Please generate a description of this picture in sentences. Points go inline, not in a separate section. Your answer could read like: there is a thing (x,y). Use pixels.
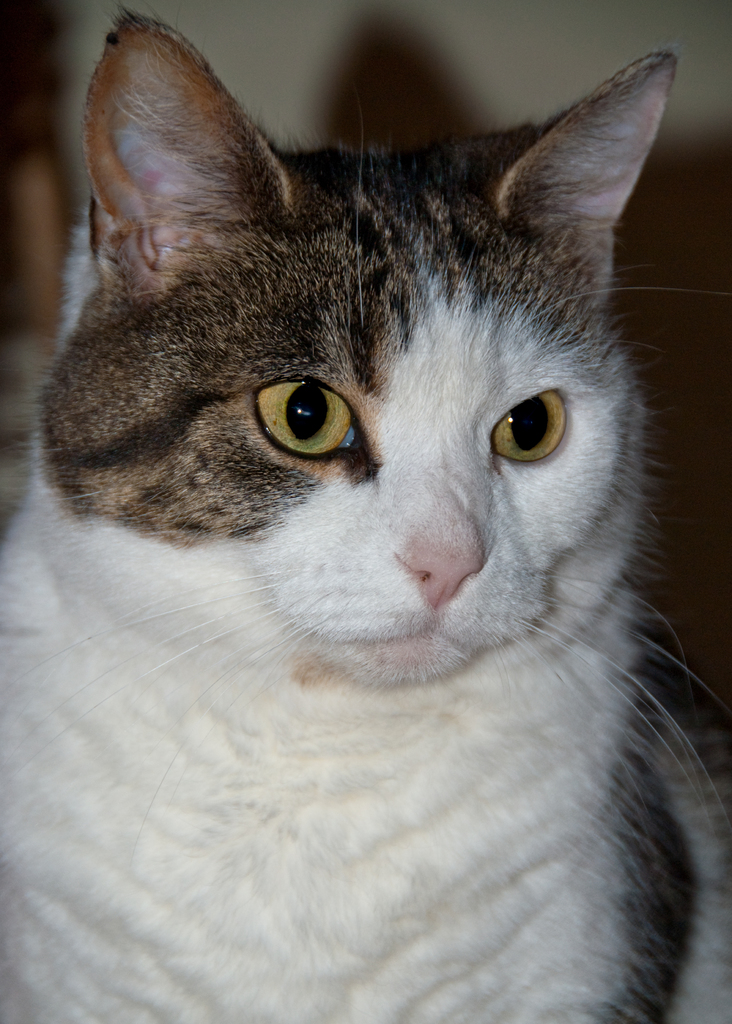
In this image there is a cat (297,507) towards the bottom of the image (381,794), at the background of the image (530,18) there is a wall (525,31).
